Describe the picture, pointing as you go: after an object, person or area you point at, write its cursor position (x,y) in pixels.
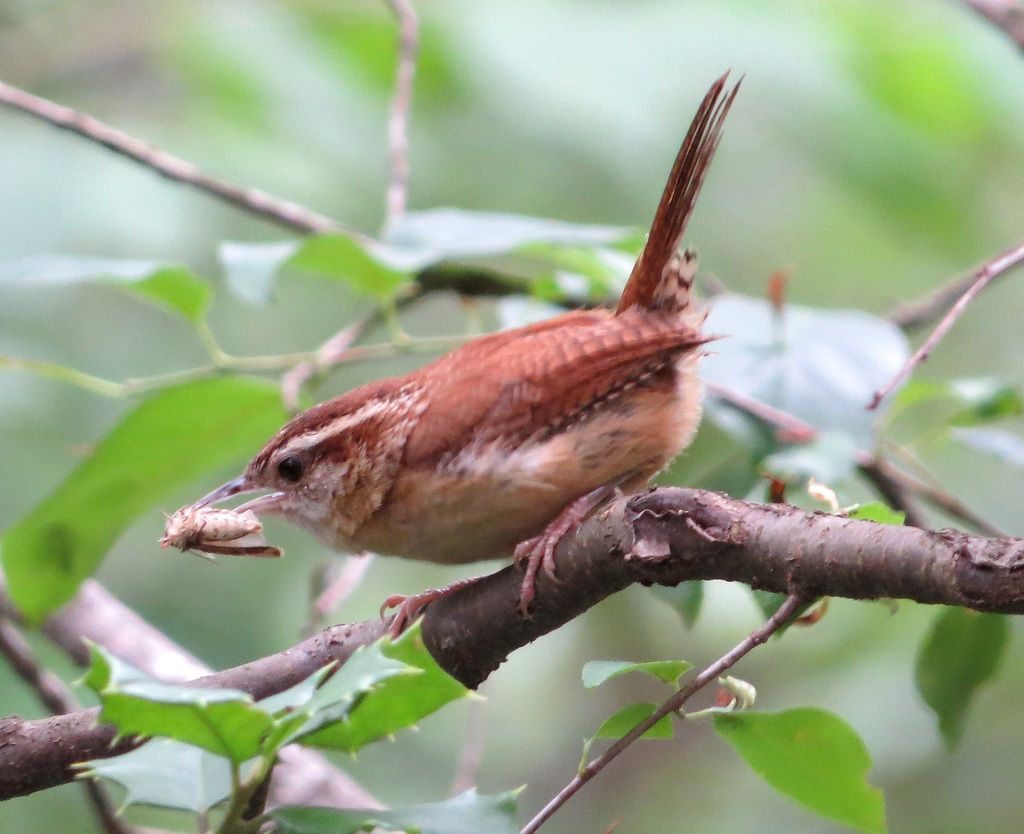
In the center of the image (512,410) there is a bird (512,515) on the tree branch (541,606). There is a some object (212,522) in the bird's mouth (242,497).
